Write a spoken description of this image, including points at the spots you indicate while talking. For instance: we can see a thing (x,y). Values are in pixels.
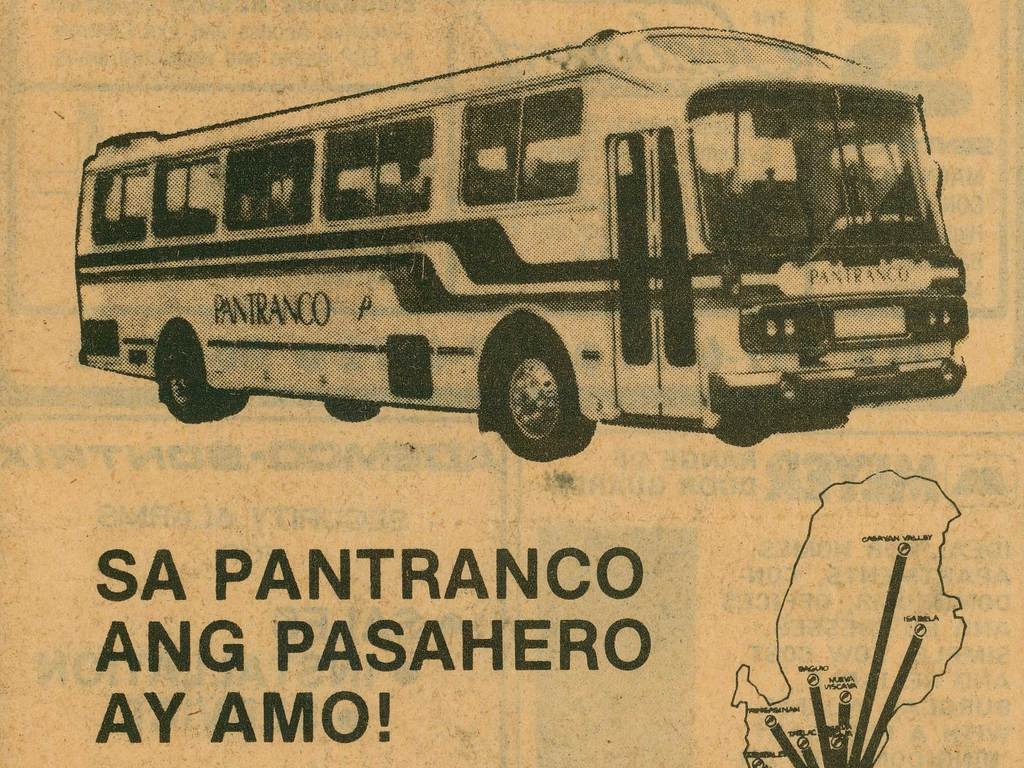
This is a black and white image which consists a bus (352,137) at the top of the image (315,154) and at the bottom of the image (744,682) there is some text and a drawing (739,702).
